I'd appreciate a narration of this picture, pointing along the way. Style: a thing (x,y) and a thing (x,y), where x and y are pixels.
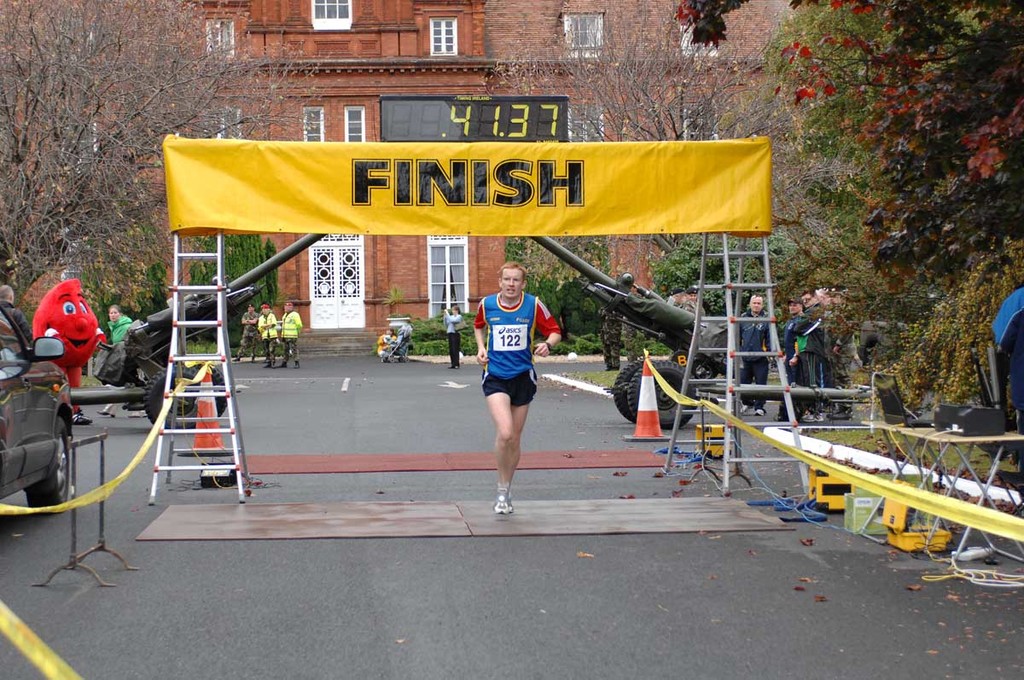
In this picture I can see few people (253,320) are standing and a man (524,408) running and I can see trees (1006,41) and a building (462,77) in the back (431,82) and I can see a car (51,446) on the left side (38,453) and I can see a banner (430,231) with some text (369,202) and I can see a digital timer (446,118) and couple of cannons (701,334) and I can see a human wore a mask (95,341) on the left side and couple of cones (645,397) on the ground (351,473) and I can see a table (903,480) on the right side (927,469) and I can see couple of boxes (835,494) and looks like a laptop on the table (968,439).
